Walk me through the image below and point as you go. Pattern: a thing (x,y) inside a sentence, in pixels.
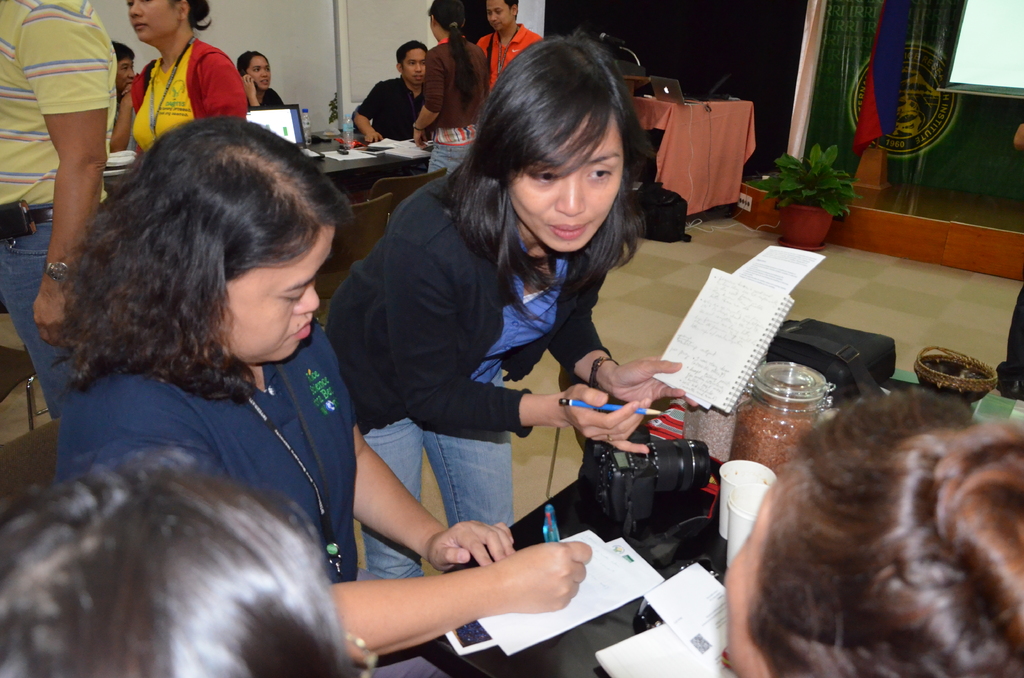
In this image I can see the group of people (288,369) with different color dresses (210,425). I can see the table (575,659). On the table (581,640) I can see the papers (636,644), camera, containers (782,462), cups (734,494) and two people (459,418) are holding the pens (543,537) and one person (599,344) holding the paper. In the background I can see few people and on the table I can see the bottles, laptop (293,126) and papers (346,157). To the right (807,197) I can see the flower pots (797,212), flag (864,99) and I can see the laptop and few more objects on the table (697,147). I can see the white and black background (731,11).
